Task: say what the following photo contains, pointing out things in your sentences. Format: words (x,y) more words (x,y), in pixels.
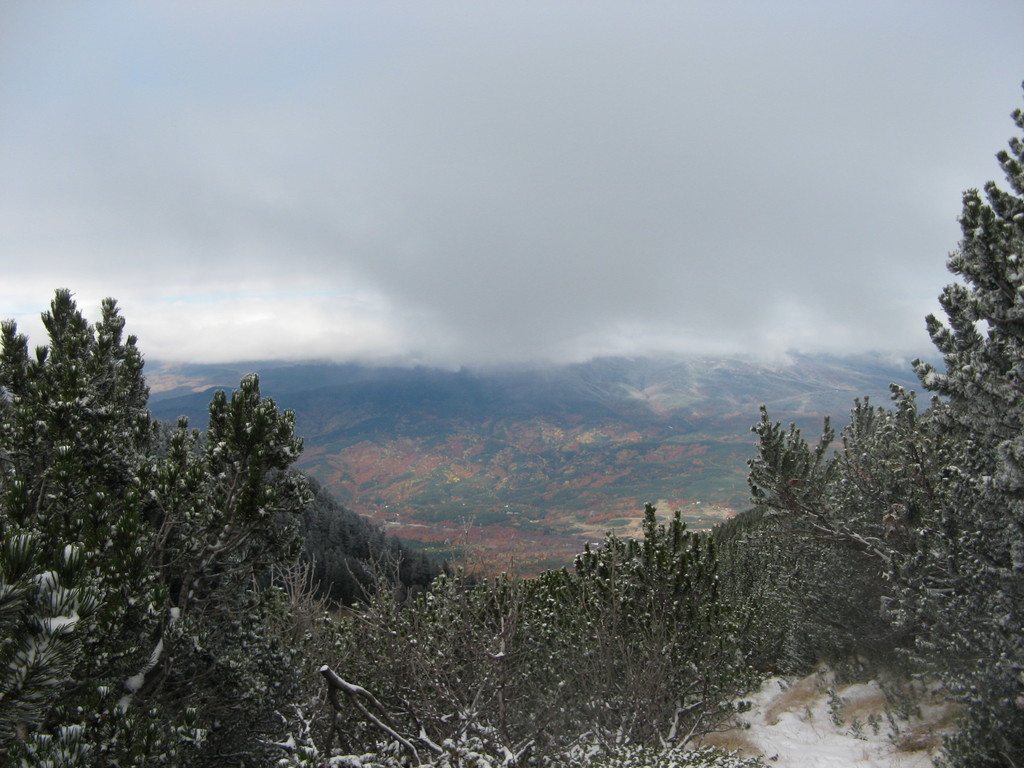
At the bottom of the picture (413,645), there are trees (455,736) and there are hills (499,404) in the background (499,404). At the top of the picture (313,56), we see the sky (453,140) and this picture is clicked in the outskirts.
